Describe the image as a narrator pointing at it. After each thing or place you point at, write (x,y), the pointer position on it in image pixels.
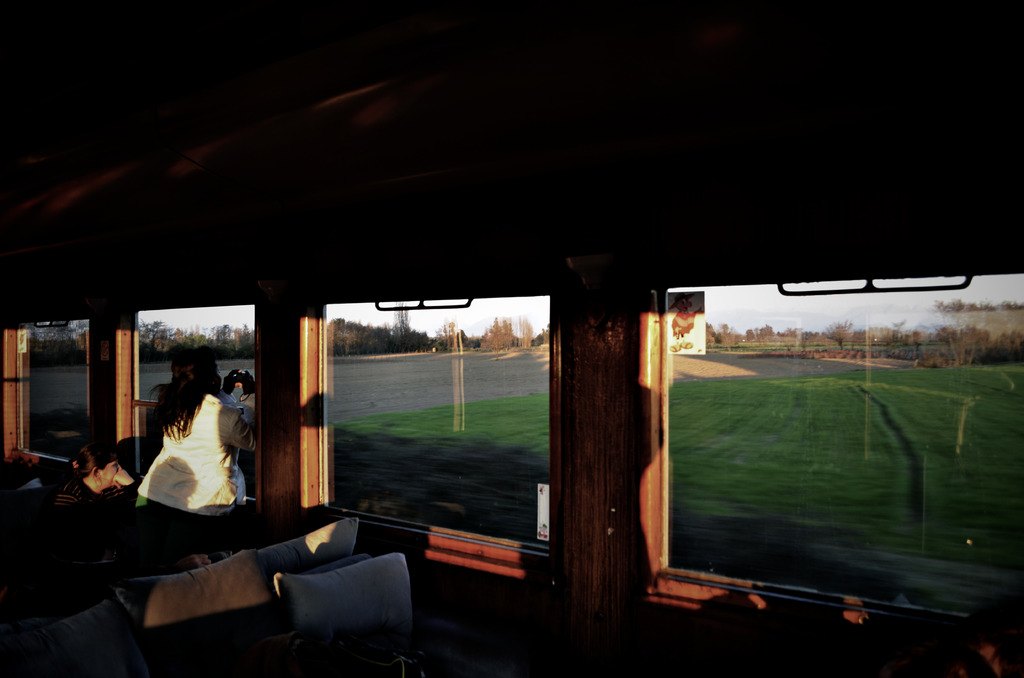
In this picture, it looks like the inside view of a vehicle (131,569). Inside the vehicle (317,391) there is a person (83,510) is sitting and another person (172,473) is standing. In the vehicle (643,376) those are looking like cushions (216,583). In front of the people (164,483) there are transparent windows (389,410). Behind the transparent windows (378,388), there are trees (357,338), grass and the sky (839,310).
